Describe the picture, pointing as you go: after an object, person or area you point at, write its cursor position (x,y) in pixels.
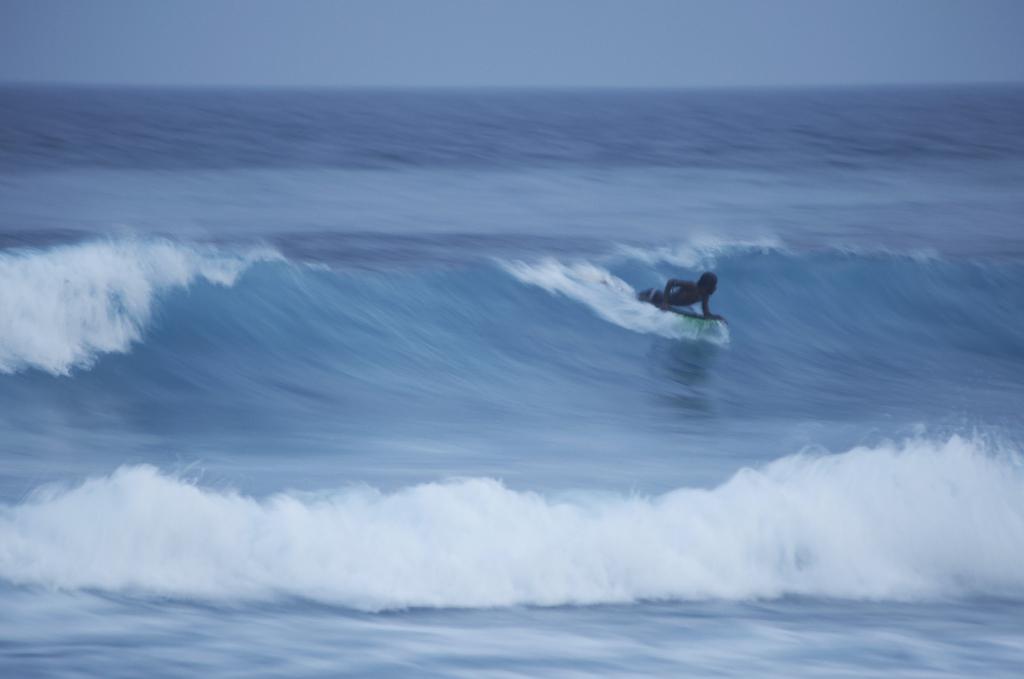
Here we can see a person (682,294) surfing on the surfboard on the water (410,261) and in the background (516,17) we can see a sky (465,37).
